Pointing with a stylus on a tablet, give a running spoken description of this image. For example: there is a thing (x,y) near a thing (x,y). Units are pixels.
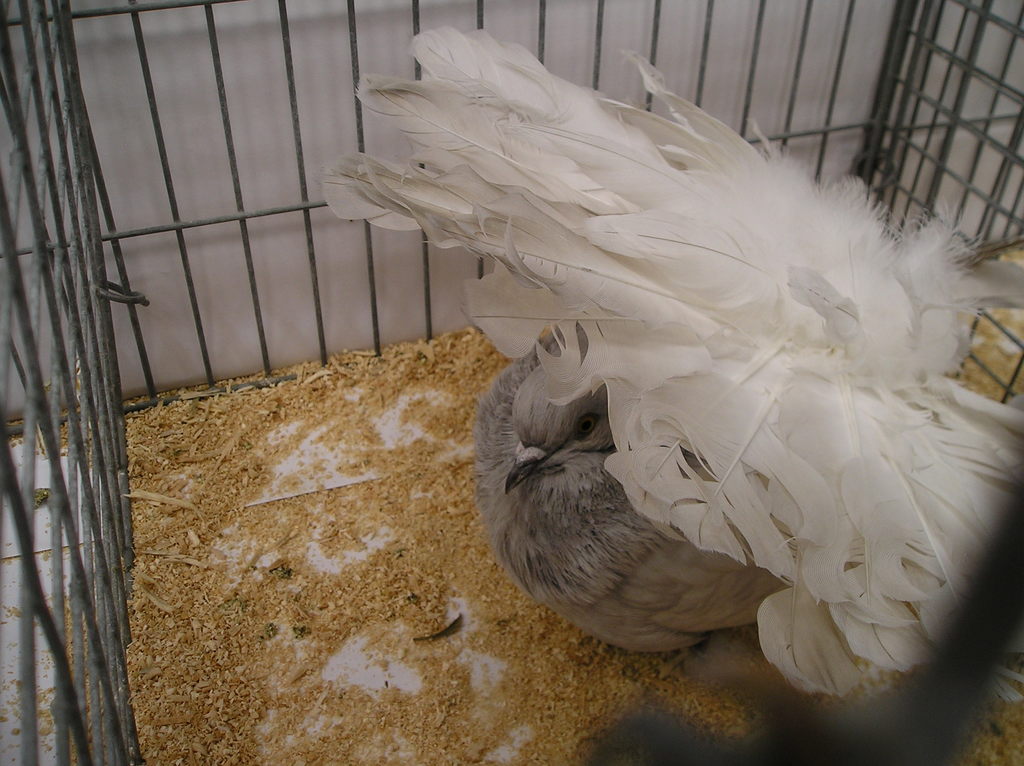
In this picture there is a bird (805,459) in the cage (98,323) and there are white feathers (632,274) on the bird (628,269). At the bottom (210,593) there is a wood saw dust (308,528).
